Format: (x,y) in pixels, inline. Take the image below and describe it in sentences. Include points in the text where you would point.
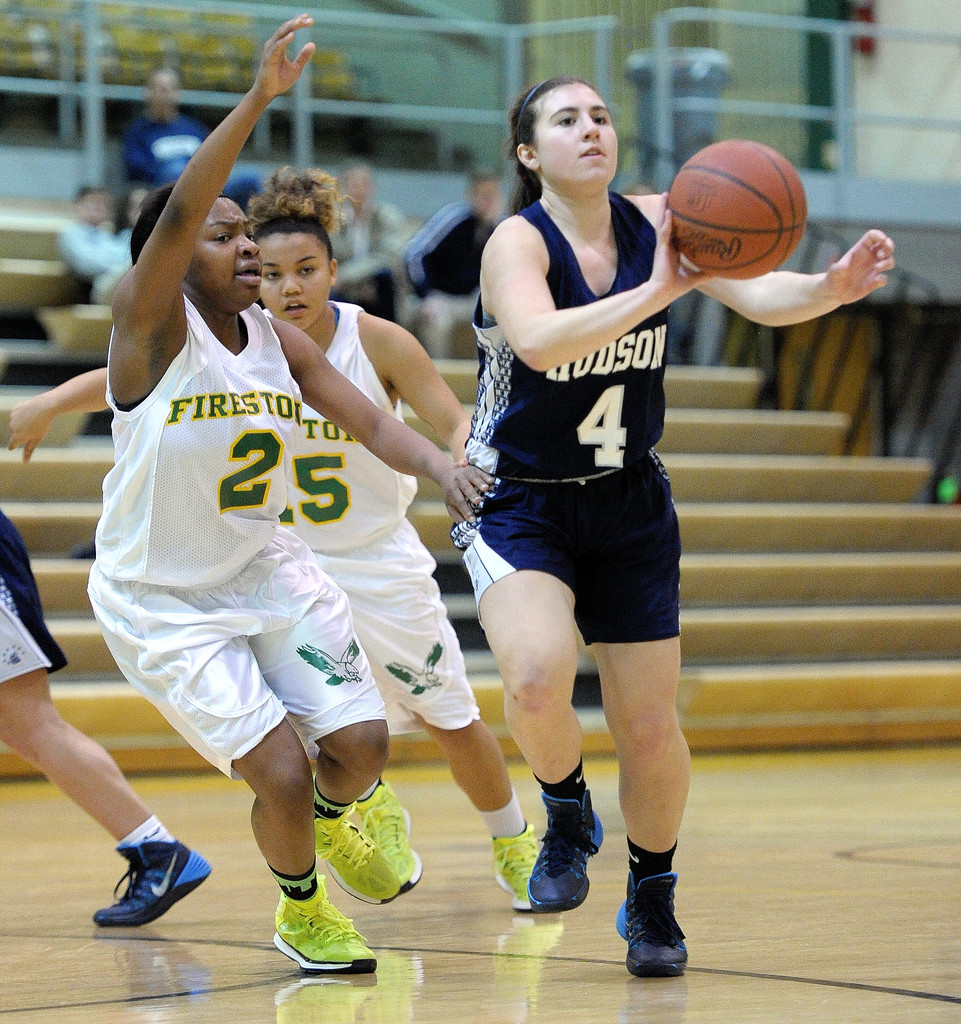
In this image we can see a group of people (475,472) standing on the floor (485,933). To the right side of the image (737,214) we can see a ball (768,258), metal barricades (777,103). In the background (681,95), we can see a group of people (344,281) sitting on staircase (853,631) and a trash bin (681,115).
